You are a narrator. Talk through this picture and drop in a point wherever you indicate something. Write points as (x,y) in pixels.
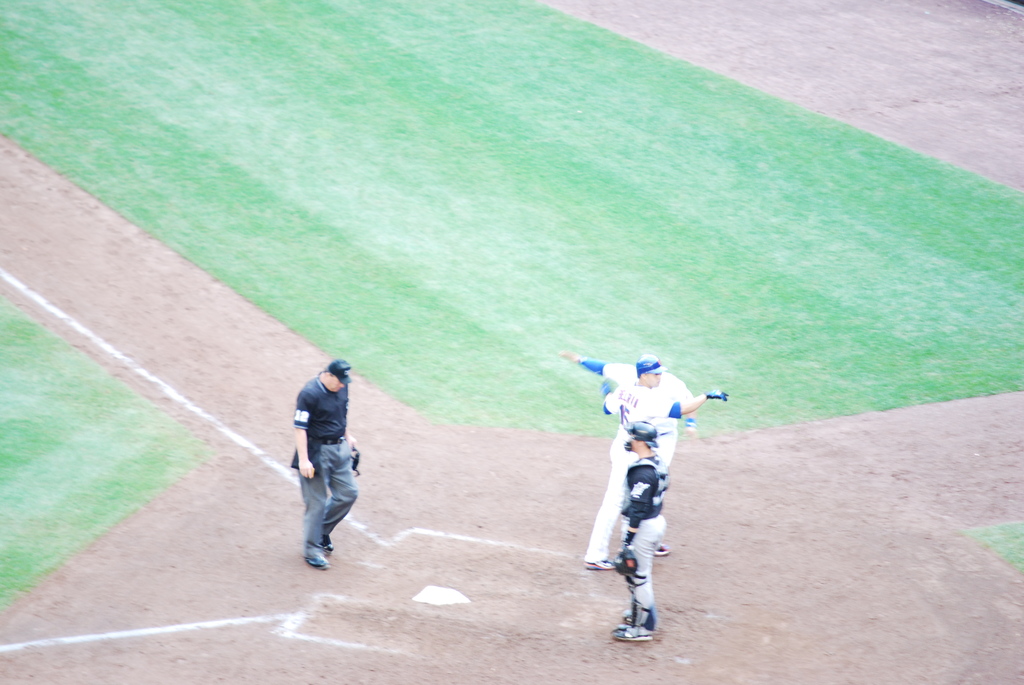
In the center of the image (618,444) we can see people (665,375) standing. At the bottom (523,636) there is ground (475,637).
